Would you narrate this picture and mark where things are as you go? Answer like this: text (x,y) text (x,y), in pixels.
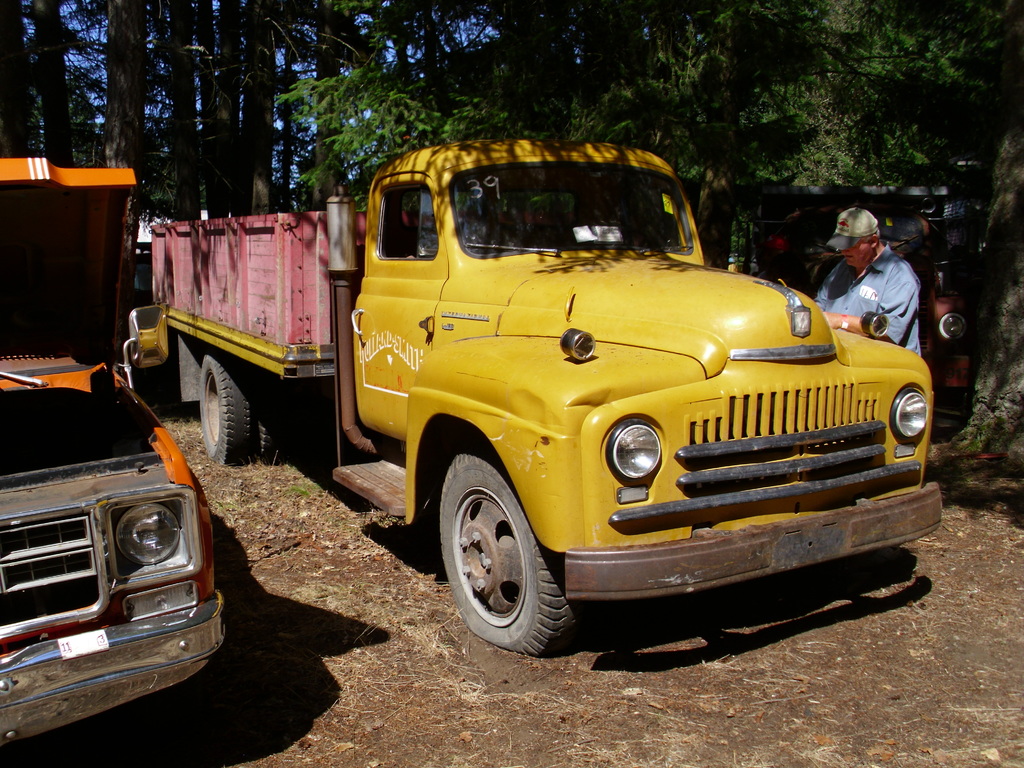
In this image, we can see few vehicles (288,288) on the ground (808,665). Right side of the image (886,300), we can see a person (872,309) is there near the truck (742,390). Top of the image (714,123), we can see trees (596,87).
